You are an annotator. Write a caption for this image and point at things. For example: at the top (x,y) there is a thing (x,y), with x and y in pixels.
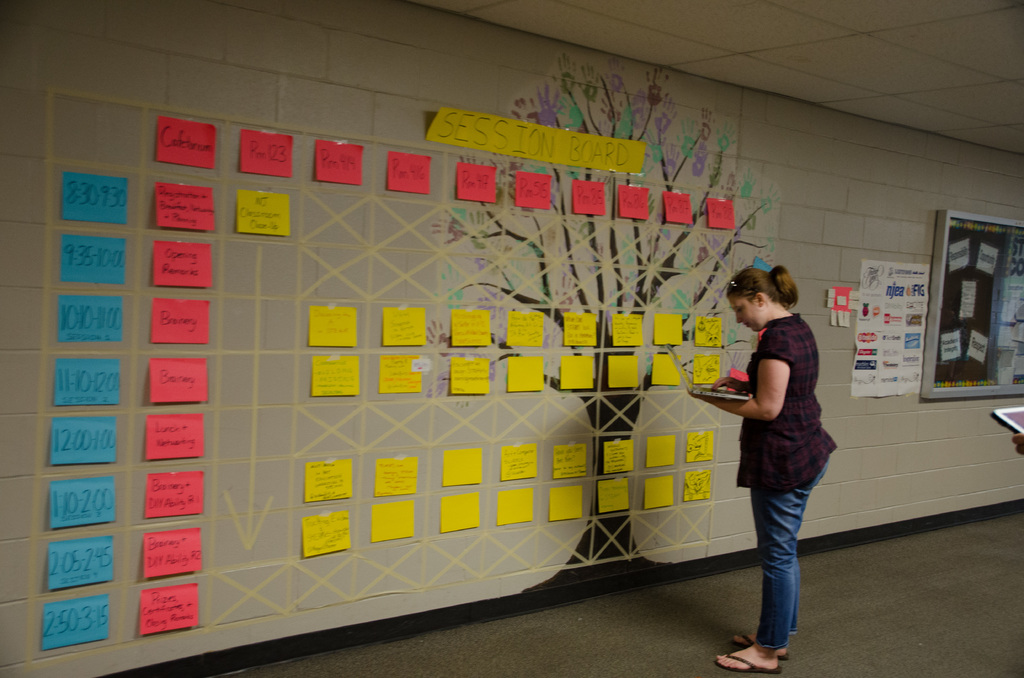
In this image I can see a woman (806,425) wearing black and brown top (795,432) and blue jeans (781,553) is standing and holding a laptop (701,391). In the background (822,252) I can see the cream colored wall (840,205), few papers (677,221) which are red, blue and yellow colored are attached to the wall (549,264). I can see a board (982,246) and a poster (903,339) attached to the wall (896,413).
